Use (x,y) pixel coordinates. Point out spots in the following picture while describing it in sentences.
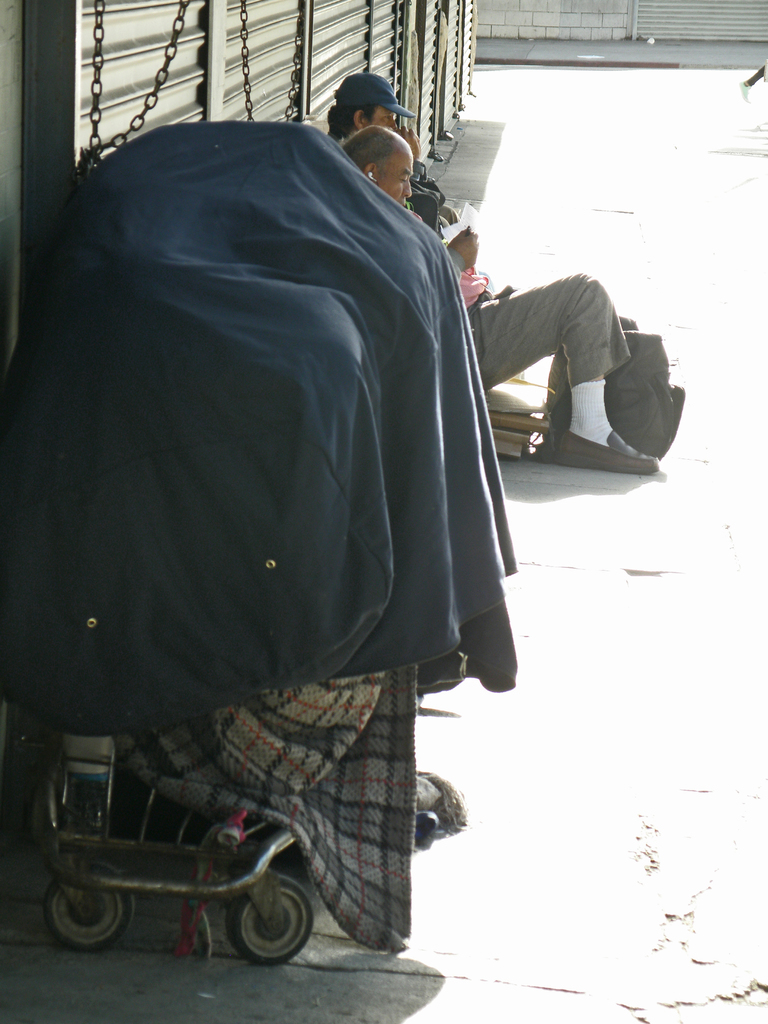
In this picture I can see a cart (194,850) on the left side (234,905). There are two persons (485,382) in the middle (492,364), at the top (330,92) there are shutters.
